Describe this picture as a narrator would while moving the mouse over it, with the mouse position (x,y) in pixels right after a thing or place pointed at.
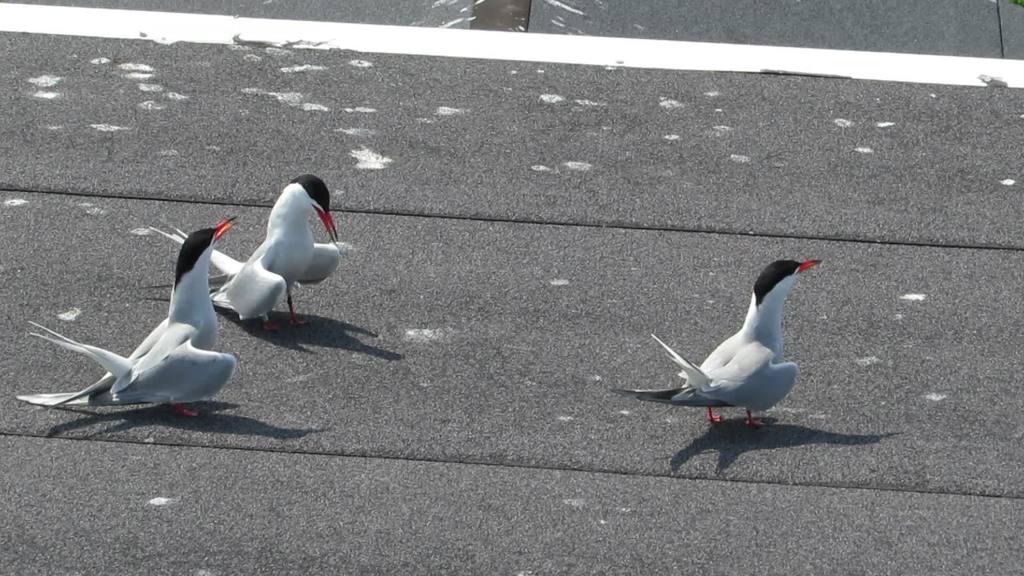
In this image we can see three birds (199,313) on a surface (234,326).
